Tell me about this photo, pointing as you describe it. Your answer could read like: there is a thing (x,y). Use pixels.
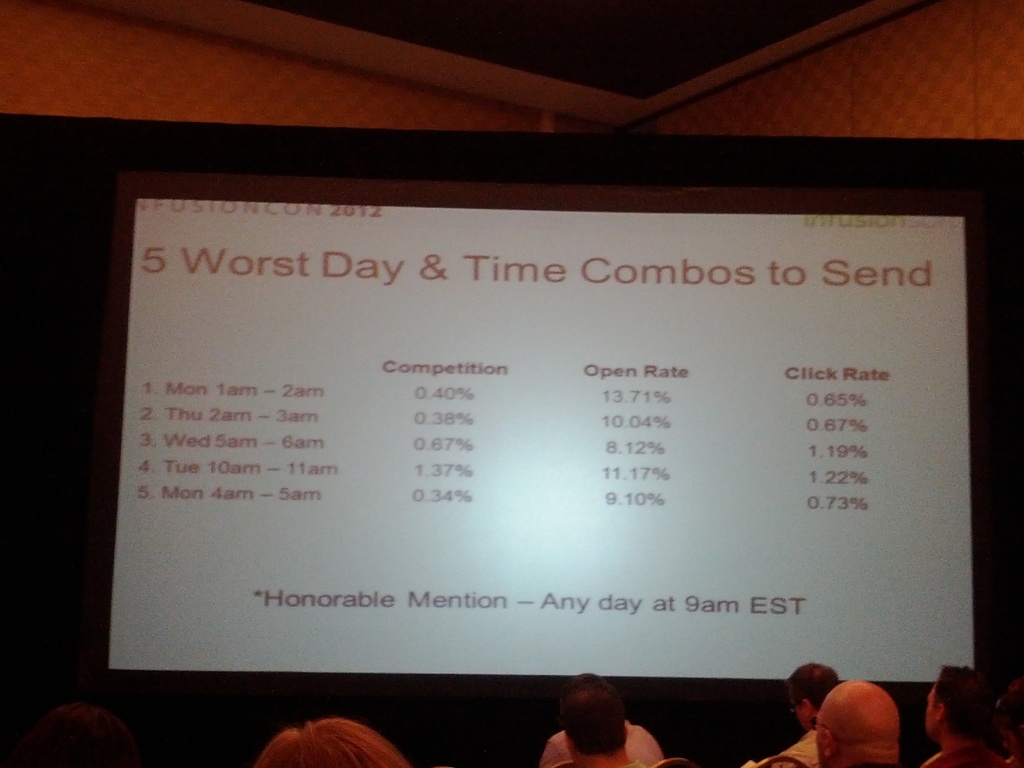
In this picture I can see few people (863,746) are sitting and looks like a screen (435,398) displaying some text (279,413) in the background (358,299).
